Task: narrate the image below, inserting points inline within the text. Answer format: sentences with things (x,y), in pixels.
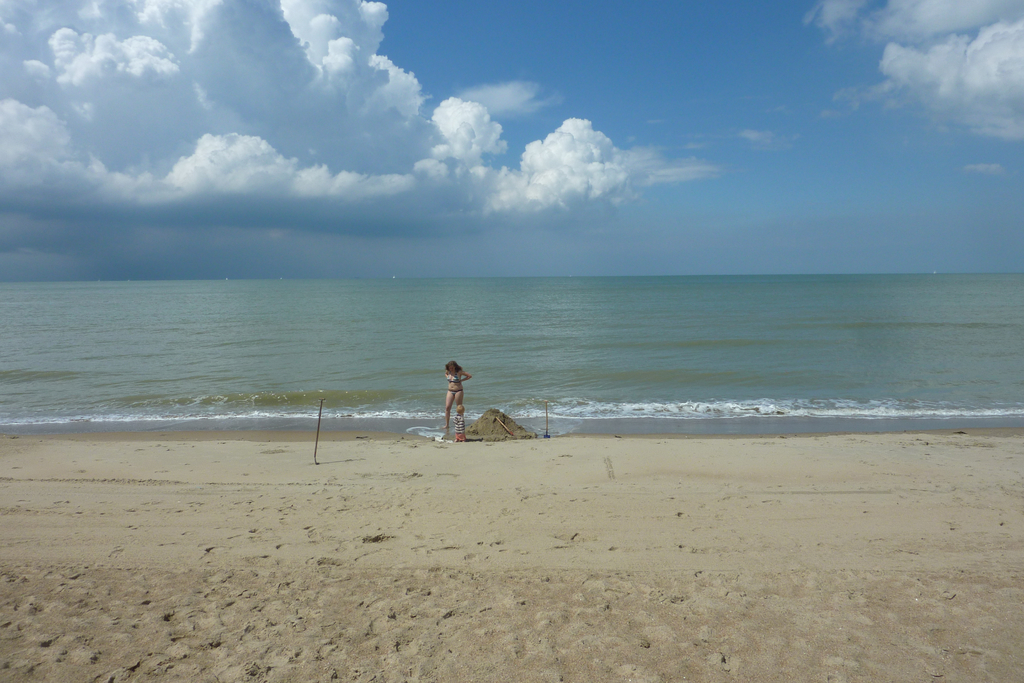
In the center of the image (450,411) we can see a lady (450,375) standing. In the background (459,317) there is water (486,317). At the bottom (687,588) there is sand (481,539). In the background (520,165) there is sky (419,176).
